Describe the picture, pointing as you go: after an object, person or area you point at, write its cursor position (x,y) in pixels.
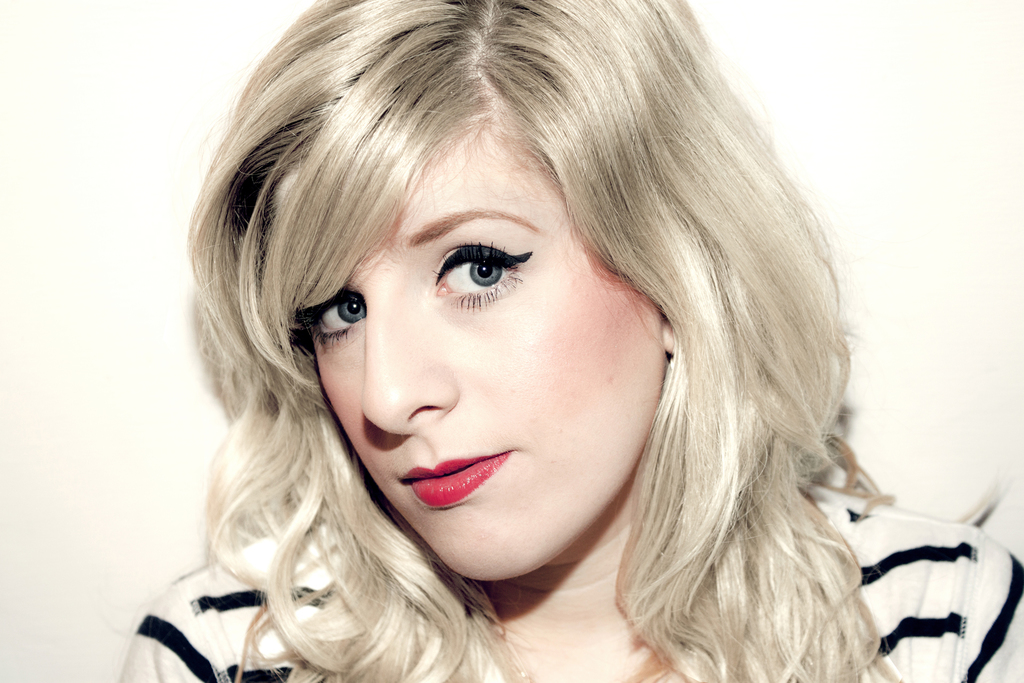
In the center of the image (492,230) we can see a lady (410,461). In the background (826,148) there is a wall (117,188).
